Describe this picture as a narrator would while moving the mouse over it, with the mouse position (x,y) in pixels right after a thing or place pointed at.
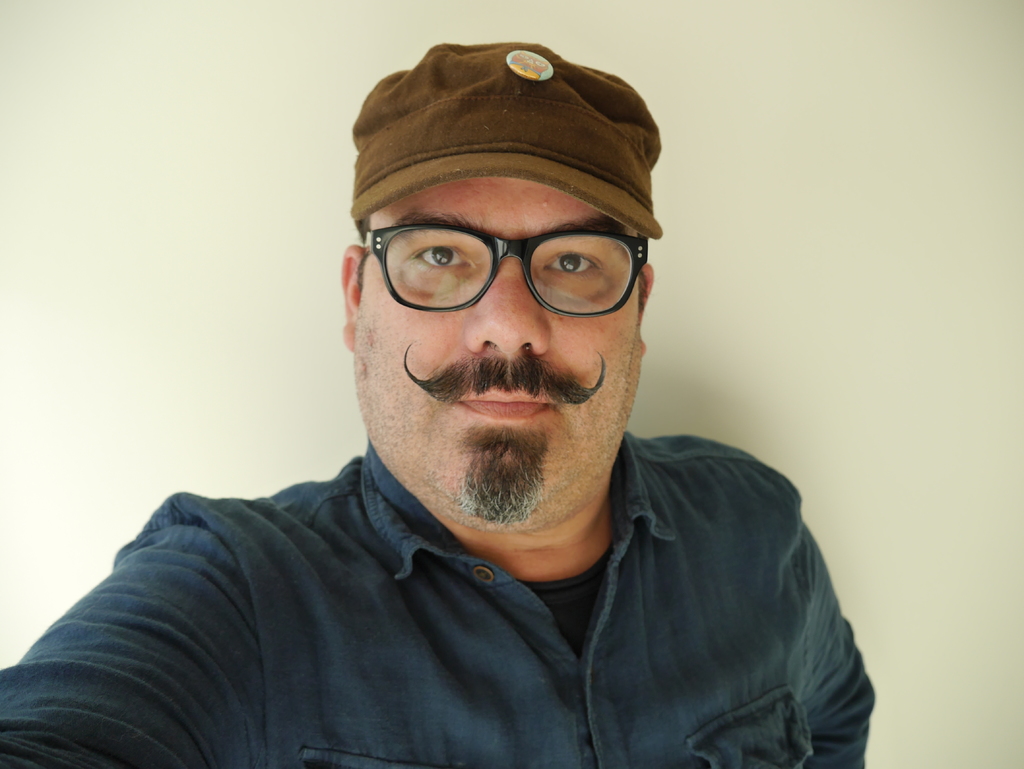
In this picture I can see a man (511,368) with spectacles (462,242) and a cap (578,156), and in the background (81,110) there is a wall (223,291).
